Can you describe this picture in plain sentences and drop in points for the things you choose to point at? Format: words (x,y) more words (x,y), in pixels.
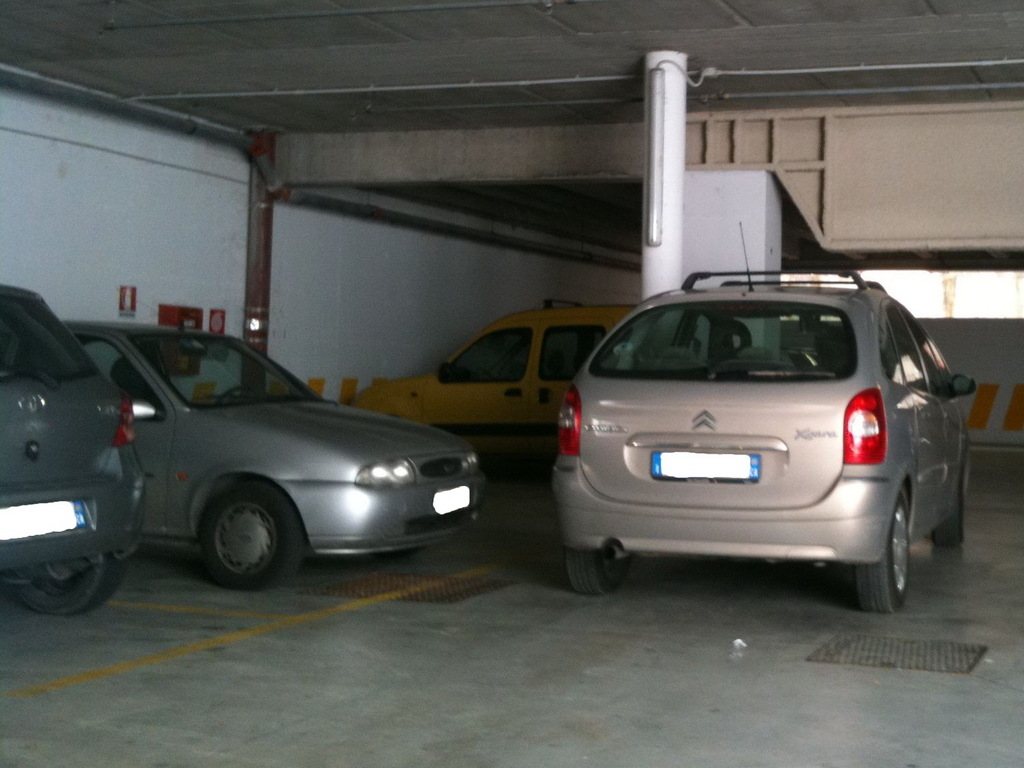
In this image there are cars (393,465) on a floor (502,669), in the background (16,225) there is a wall (606,270), at the top (921,5) there is a roof (559,51).
